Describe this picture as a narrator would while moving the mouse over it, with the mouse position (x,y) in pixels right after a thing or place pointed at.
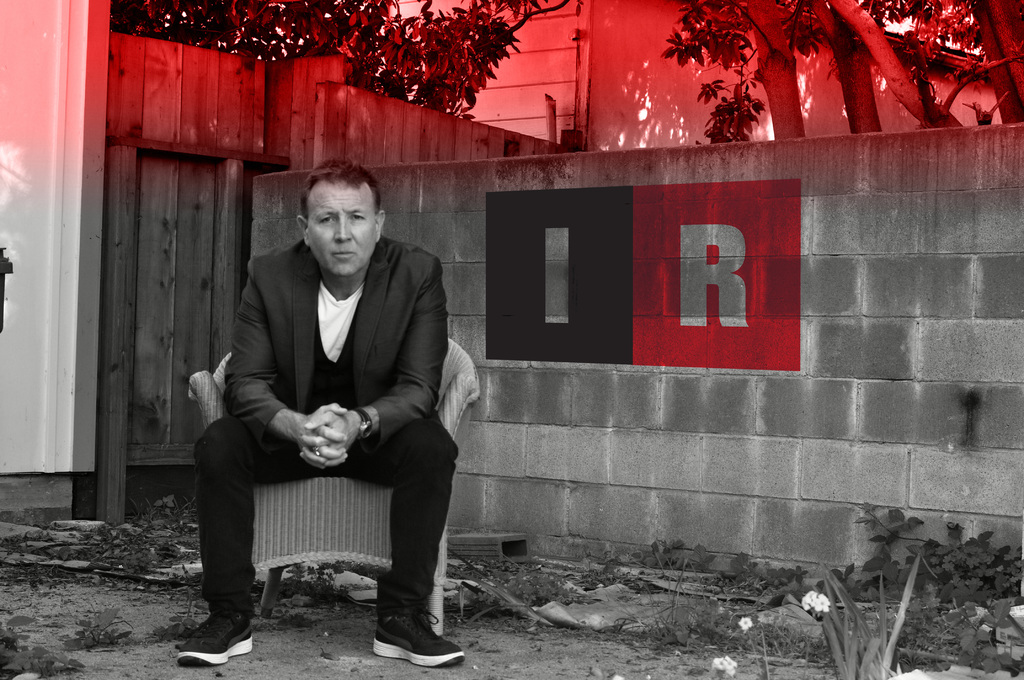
In this picture there is a man (393,249) who is wearing a blazer (386,330), shirt (341,341), watch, trouser (412,481) and shoe (400,626). He is sitting on the chair (357,510). Besides him we can see brick wall (711,404). On the left (40,188) we can see wooden partition (131,248) and white color door (12,222). On the top (399,54) we can see trees (902,46) and building (538,54). On the bottom right (936,598) there is a plant (895,599) and flower (810,599).
